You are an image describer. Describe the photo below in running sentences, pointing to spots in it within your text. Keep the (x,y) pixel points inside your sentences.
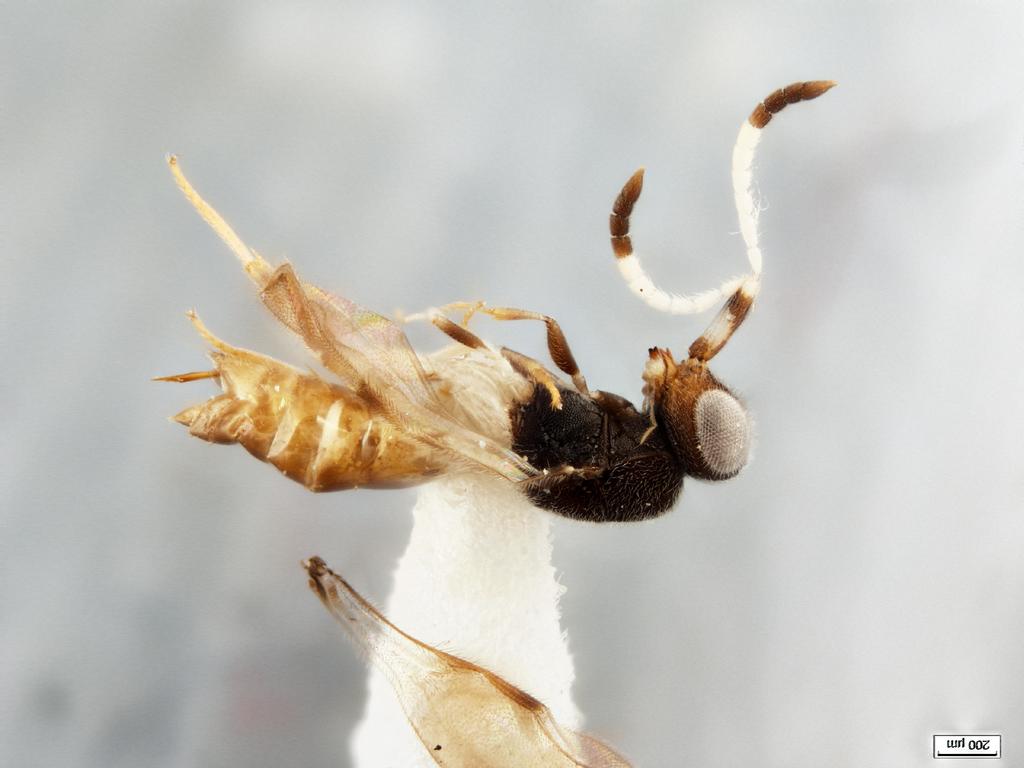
This picture shows a Insect (285,452) and we see watermark (961,756) at the bottom right corner (955,739) and we see a white background (899,724).
